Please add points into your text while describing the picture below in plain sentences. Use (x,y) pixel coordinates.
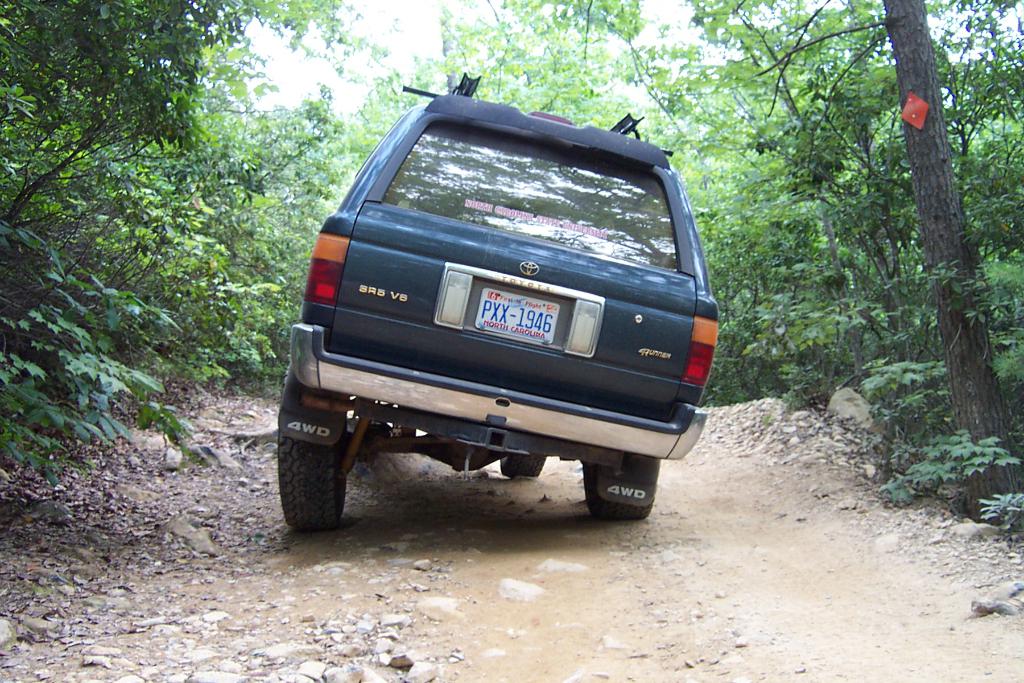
In this image there is a road (622,682), on the road (506,526) there is a vehicle (505,328), beside the road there are some trees (643,54) visible.
